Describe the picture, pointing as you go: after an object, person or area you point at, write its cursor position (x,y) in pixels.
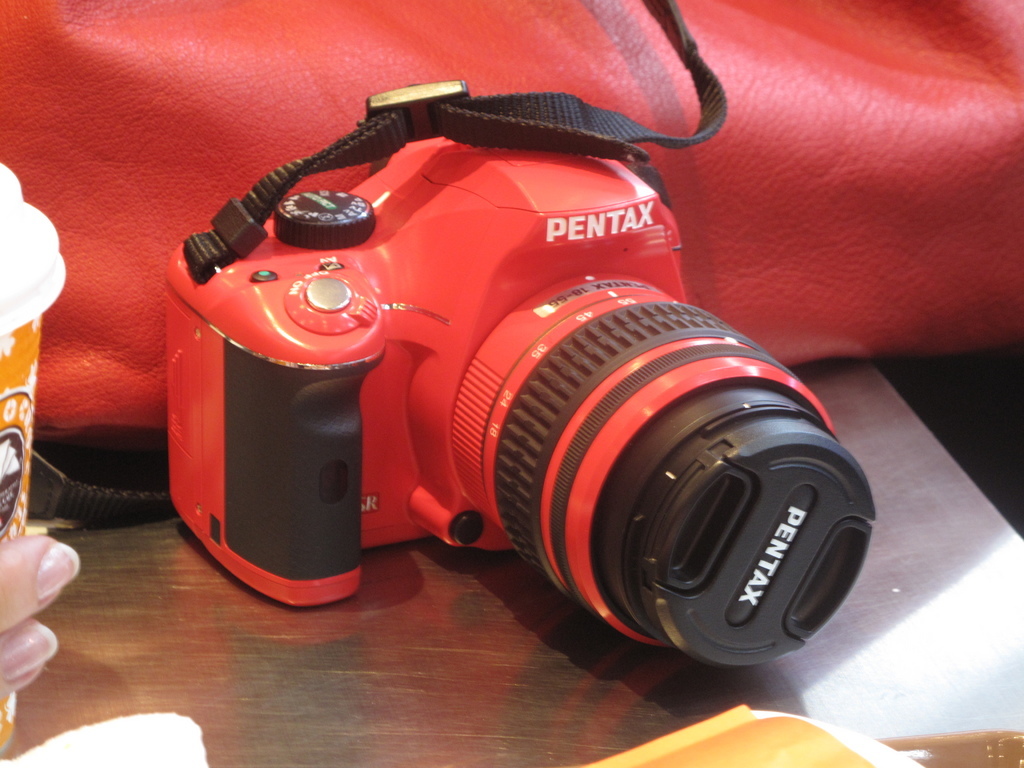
In this image we can see there is a camera (511,470), bag (759,260) and some other objects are placed on the table (363,699).
